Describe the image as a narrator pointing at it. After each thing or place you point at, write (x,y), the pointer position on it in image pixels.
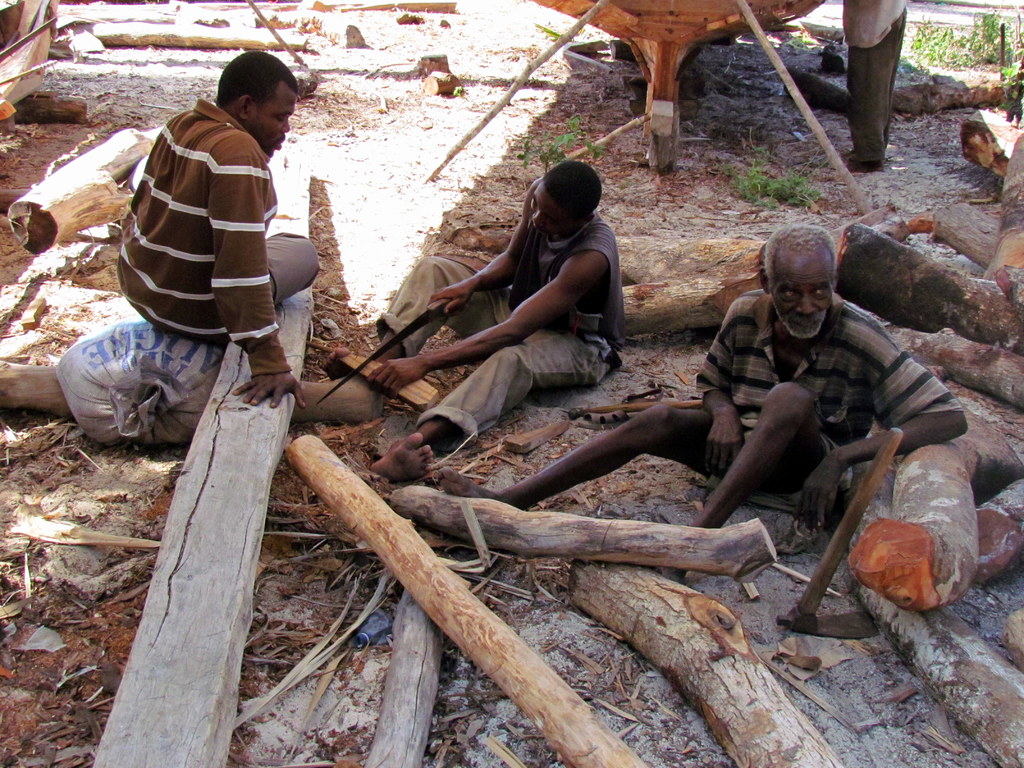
In this picture we observe three people (269,313) are sitting and cutting the trees (676,594).
